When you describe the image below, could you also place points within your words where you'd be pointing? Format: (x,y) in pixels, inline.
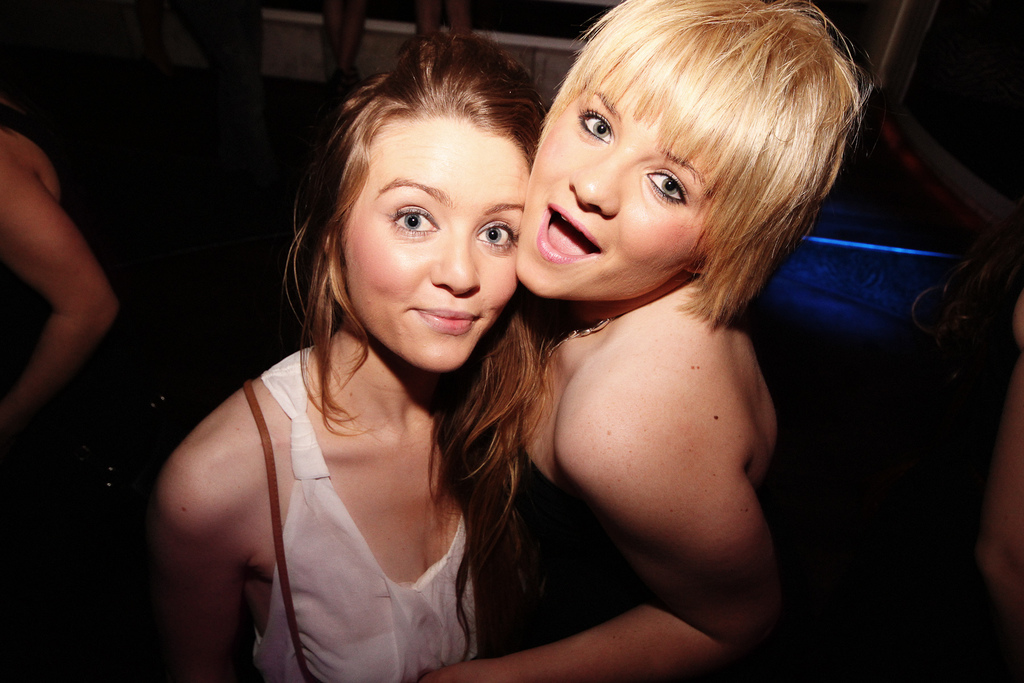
In this picture, there are two women (400,349) hugging each other. One of the woman (315,531) is wearing white and another is wearing black. Towards the right (1002,618), there is a person (1018,434). In the background (7,159), there are people (50,346).
